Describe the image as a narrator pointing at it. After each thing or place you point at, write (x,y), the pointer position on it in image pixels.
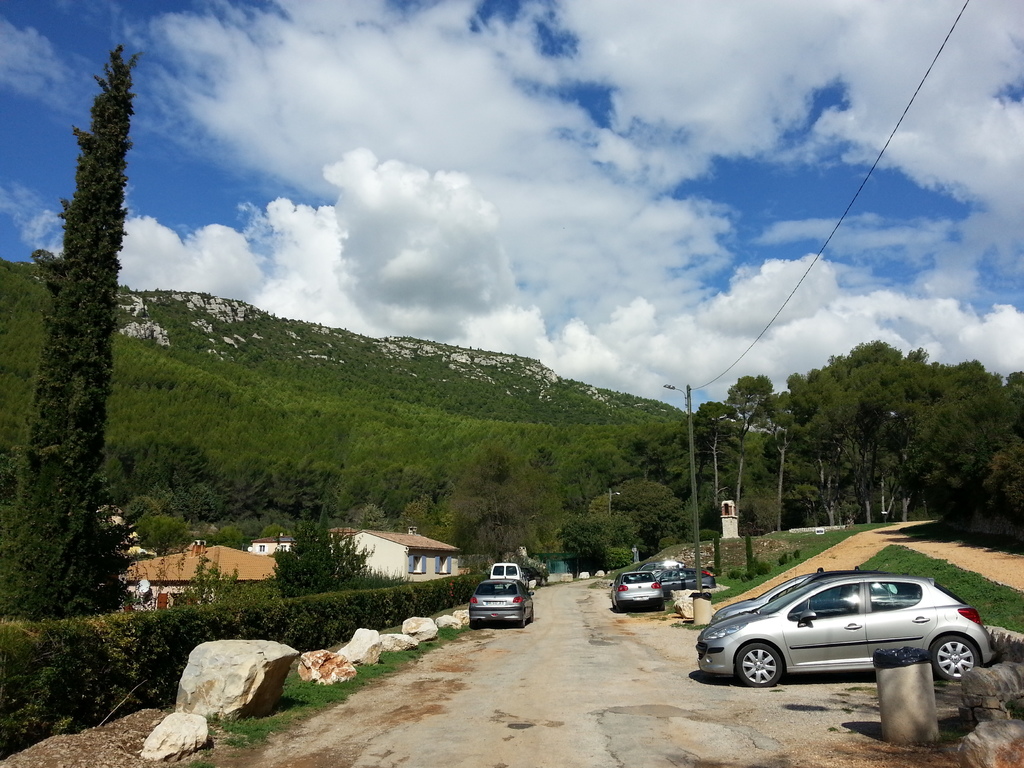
In this image I can see a road (456,748) and on it I can see number of vehicles (805,628). I can also see stones (321,651), grass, a pole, a wire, a street light (679,391), number of trees (495,517) and few buildings (288,538). In the background (543,206) I can see clouds (509,200) and the sky (509,200).
